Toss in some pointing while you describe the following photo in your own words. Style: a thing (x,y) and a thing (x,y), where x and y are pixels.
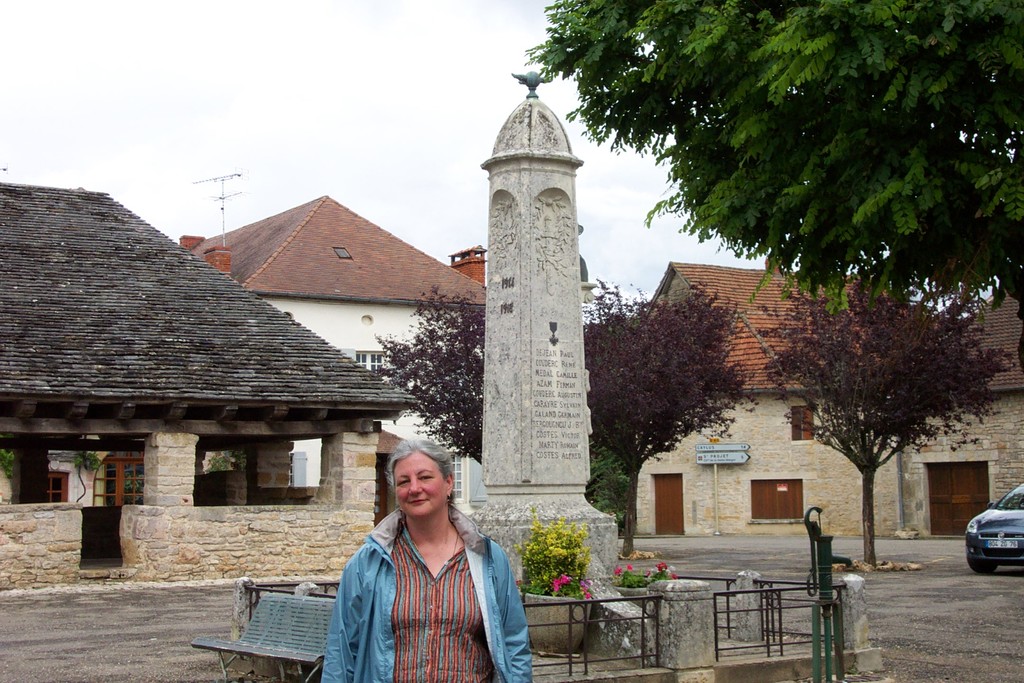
In the foreground of the picture (426,574) there is a woman (410,583) standing. In the center (569,301) picture there is a sculpture (561,446) and there are plants (540,580), flowers (587,596), railing (589,630), pump (828,603) and a bench (292,608). In the background (319,392) there are houses (758,331), trees (803,380), car (1022,534) and a road (837,539). Sky (228,138) is cloudy.
